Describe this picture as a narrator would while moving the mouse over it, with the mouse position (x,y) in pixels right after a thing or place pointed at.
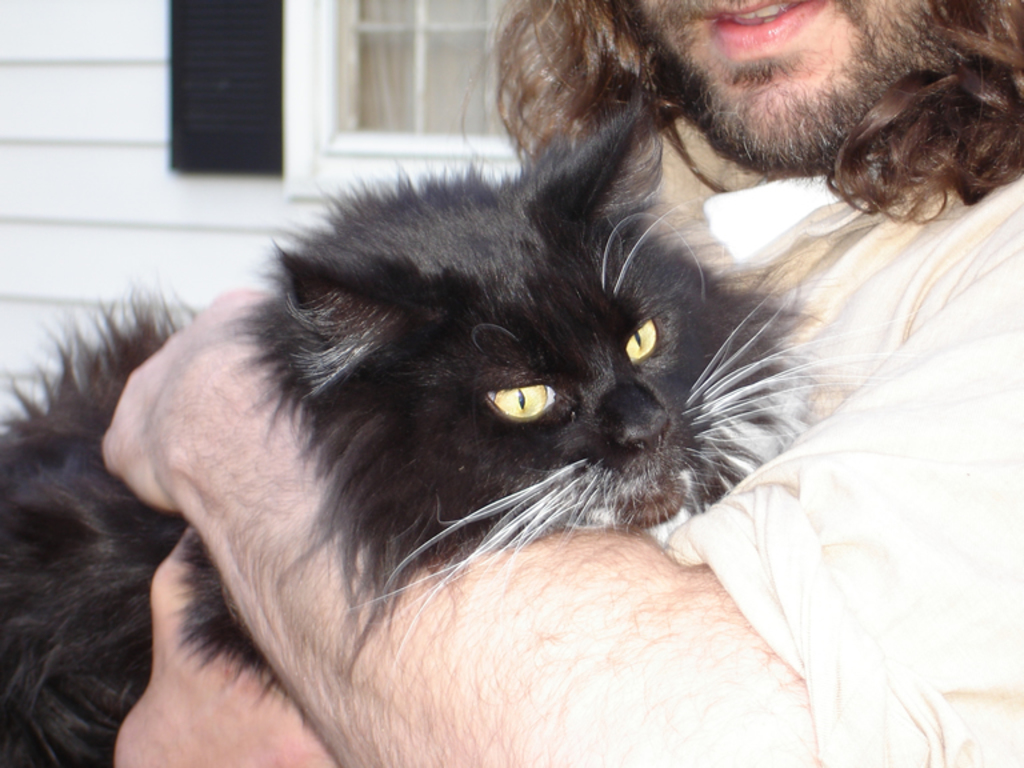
In the picture there is one person (729,244) in a shirt (791,617) holding a black colour cat (520,453) and behind him there is a house (173,159) with a window (411,94) and curtain (393,111).
